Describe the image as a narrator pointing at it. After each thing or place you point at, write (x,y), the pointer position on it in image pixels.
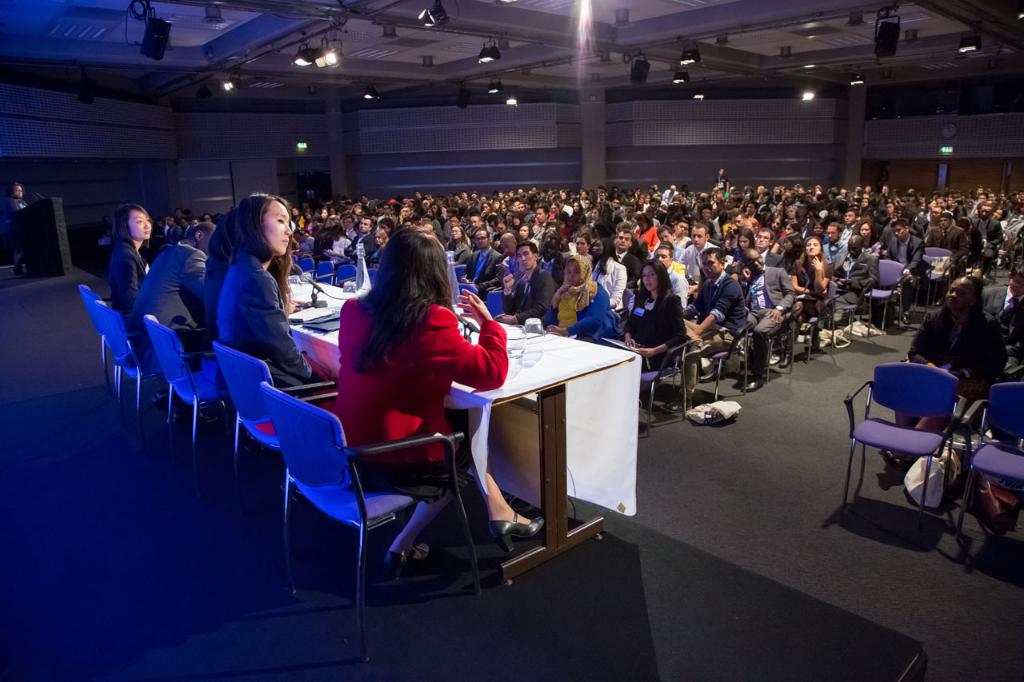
In this picture there are people (368,234) sitting on chairs (333,275) and we can see microphone (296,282) and objects (306,314) on the table (557,362) and we can see floor (24,326). In the background of the image (23,268) there are people (9,205) standing and we can see podium (40,228), wall (654,163) and lights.
